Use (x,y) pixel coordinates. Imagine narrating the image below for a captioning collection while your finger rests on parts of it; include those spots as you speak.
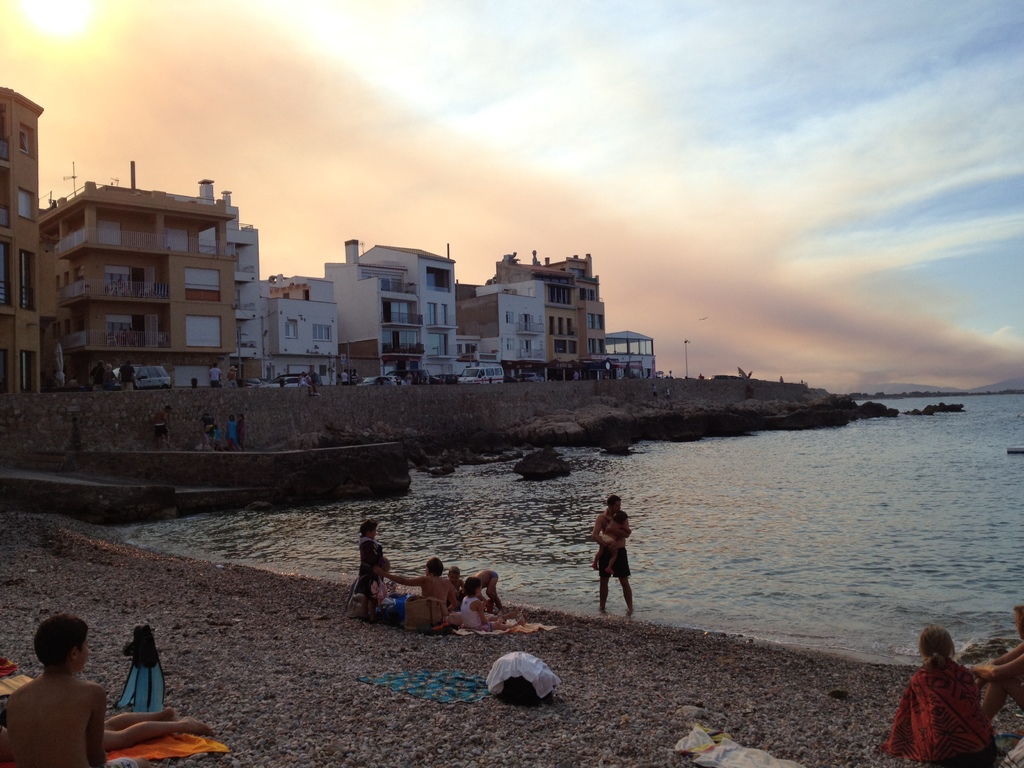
In the foreground of this image (919,746) we can see a group of people (947,734) on the ground (601,632). One man (624,575) is carrying a baby (624,516) in his hands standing in water (661,589). In the background (530,375), we can see group of vehicles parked on the ground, groups of buildings (483,335) with windows (25,285) and the cloudy sky (729,157).
